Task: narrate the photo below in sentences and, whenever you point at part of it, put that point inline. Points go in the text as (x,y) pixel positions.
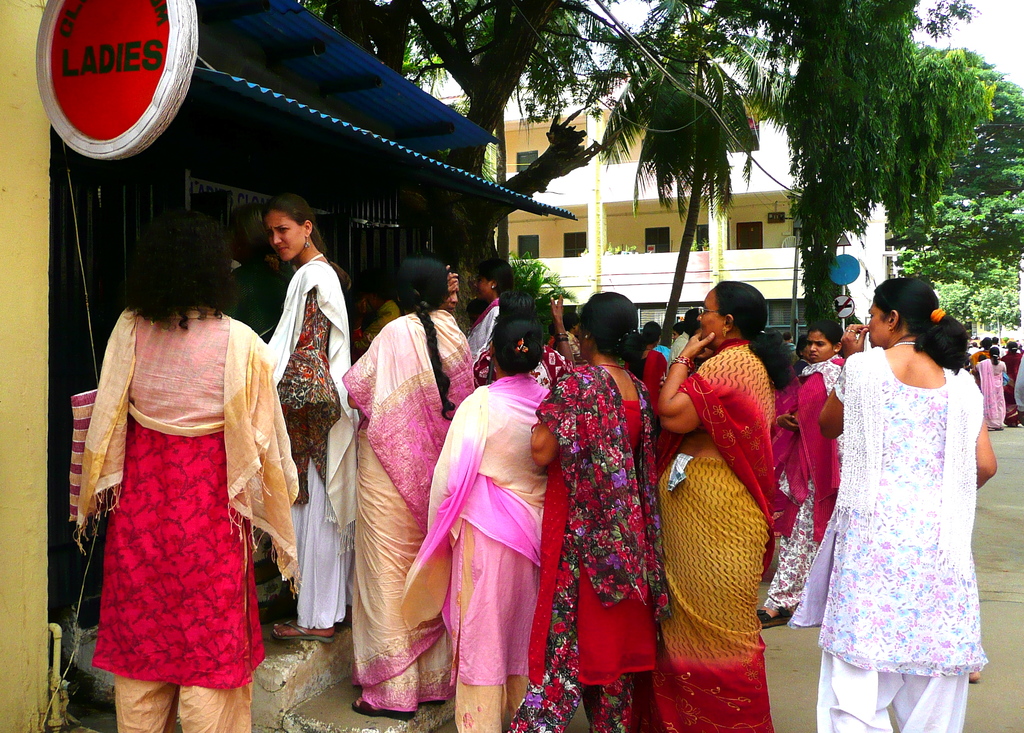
In the image we can see there are people (509,379) standing and wearing clothes (444,473). Here we can see the board (114,115) and text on the board (114,115). Here we can see the road (993,564), trees (994,140), the building (607,219) and the sky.
